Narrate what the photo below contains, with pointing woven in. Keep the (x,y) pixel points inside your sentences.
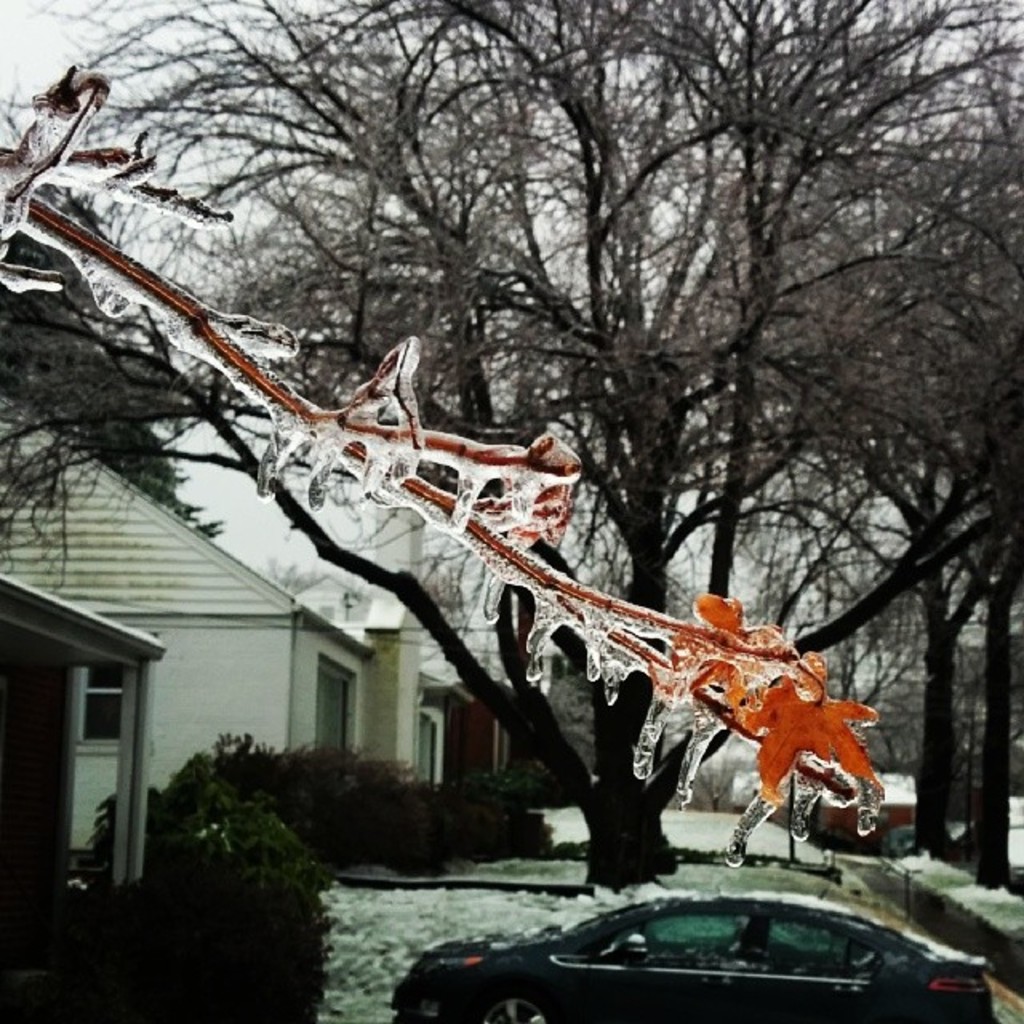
In the picture we can see a stem of the tree (755,673) with ice (831,759) to it and behind it, we can see a car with some snow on it and in front of it, we can see a part of the house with a pillar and near it, we can see some bushes (287,1016) and beside it, we can see a tree (112,347) and a house (88,843) with glass windows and on the top of the house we can see a part of the sky (3,73).
